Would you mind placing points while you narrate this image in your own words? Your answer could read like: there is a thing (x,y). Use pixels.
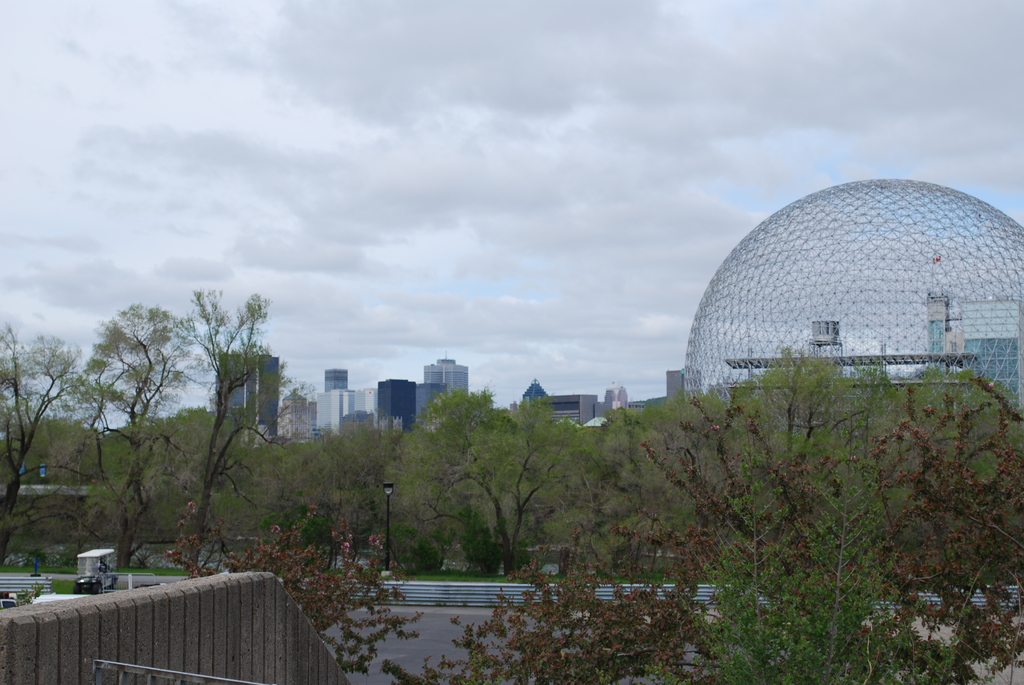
In this image I can see number of trees (323,485), number of buildings (334,374), clouds (460,268) and the sky (761,100). I can also see a black pole (389,505) over here.
